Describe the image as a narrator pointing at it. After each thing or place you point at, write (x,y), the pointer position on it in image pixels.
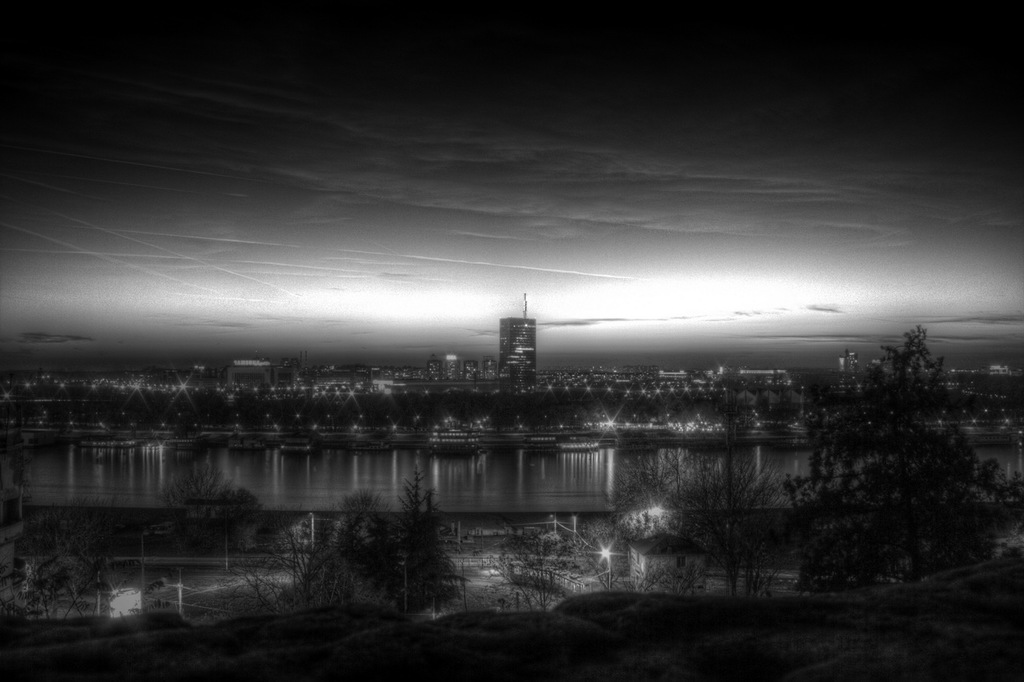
This is a dark image, we can see trees (885,532), water (670,457), buildings (413,376), lights (634,376) and the sky (521,209).
